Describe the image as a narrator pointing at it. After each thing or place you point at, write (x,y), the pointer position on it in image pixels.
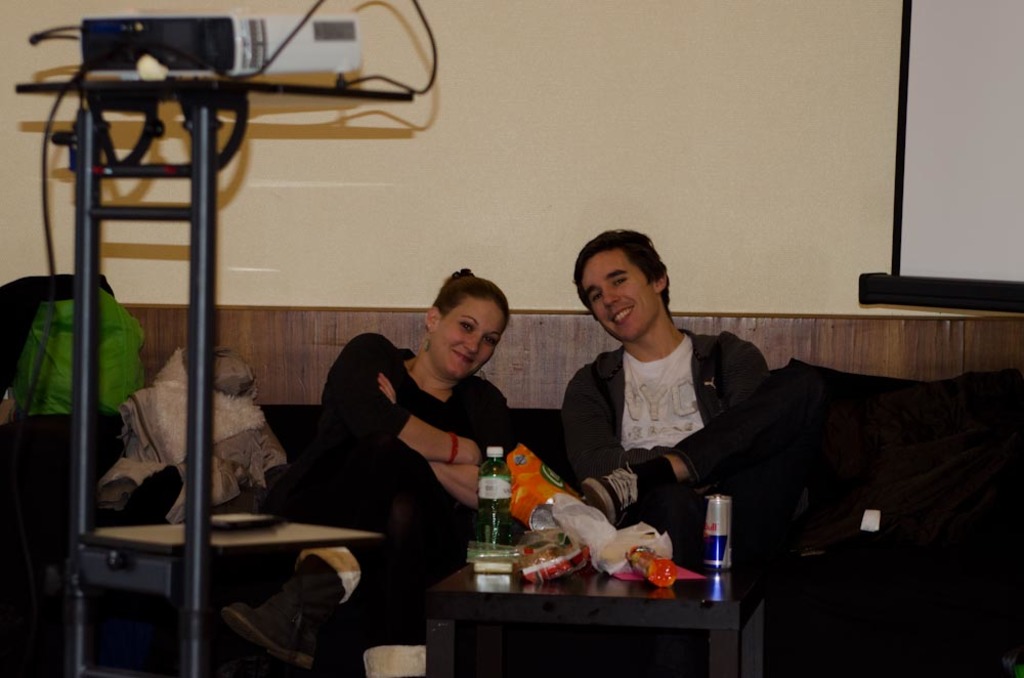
Two people (628,420) are sitting on the sofa (551,431), on the table (711,578) we have bottle (484,524), covers (618,555). here there is projector (272,53) with stand (146,581) and here bag (122,378) is present.
